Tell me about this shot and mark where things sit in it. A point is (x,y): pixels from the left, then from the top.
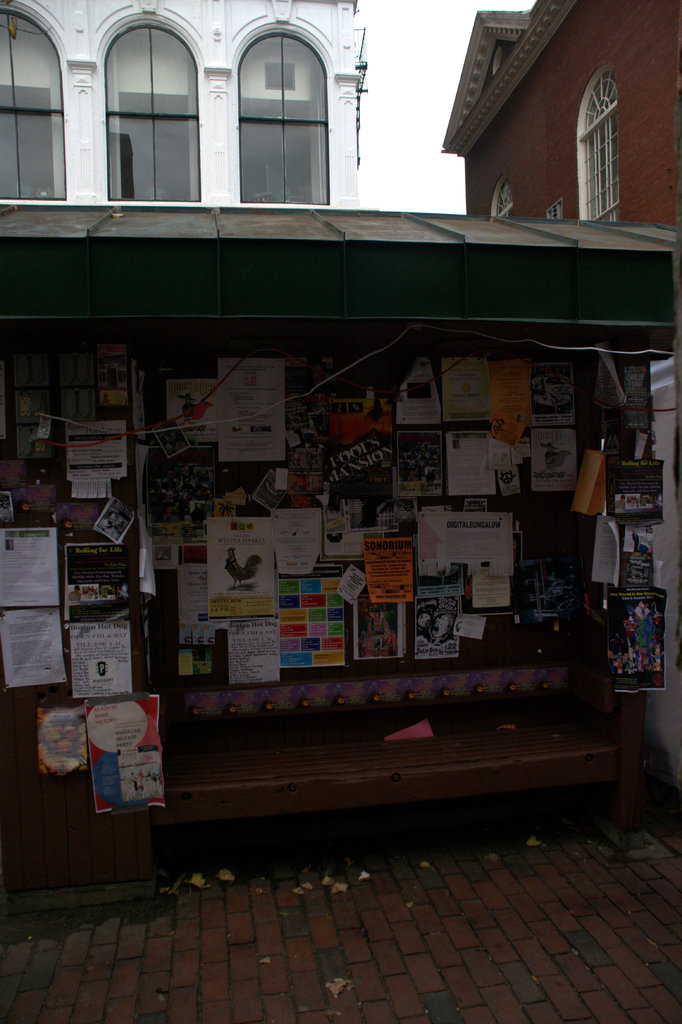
In this image in the center (319,483) there is a wall (552,547), on the wall (61,823) there are some posters (99,627) and one bench (353,786). In the background (313,41) there are some buildings (610,138), at the bottom (276,967) there is a walkway (294,931).
